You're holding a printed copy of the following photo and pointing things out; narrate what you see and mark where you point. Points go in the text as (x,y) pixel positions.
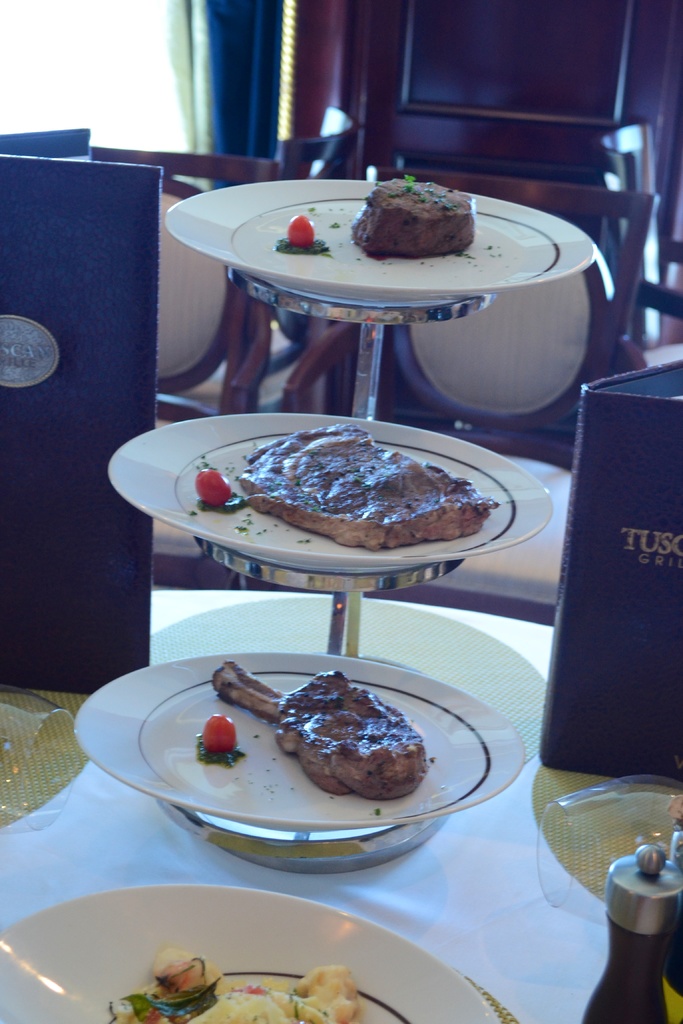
In this picture we can see plates (119,679) with food items (326,1007) on it, menu cards (80,244) and these all are placed on a table (512,699) and in the background (174,260) we can see chairs (174,275), curtain (226,21).
